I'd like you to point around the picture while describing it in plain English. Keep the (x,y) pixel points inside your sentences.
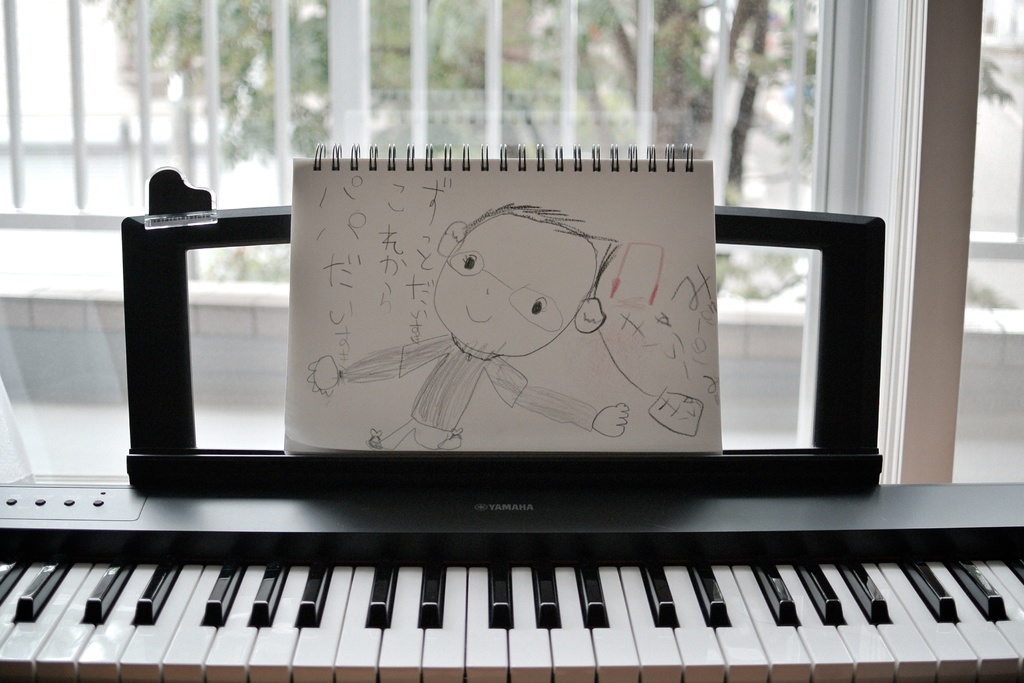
At the bottom of the picture (310,544), we see the musical instrument (549,601) which looks like a keyboard (616,554). Beside that, we see a white book (544,282) in which we can see the drawing (514,279). Behind that, we see a glass door (265,195) and the glass window (740,143) from which we can see the railing (343,70) and the trees (318,107).
